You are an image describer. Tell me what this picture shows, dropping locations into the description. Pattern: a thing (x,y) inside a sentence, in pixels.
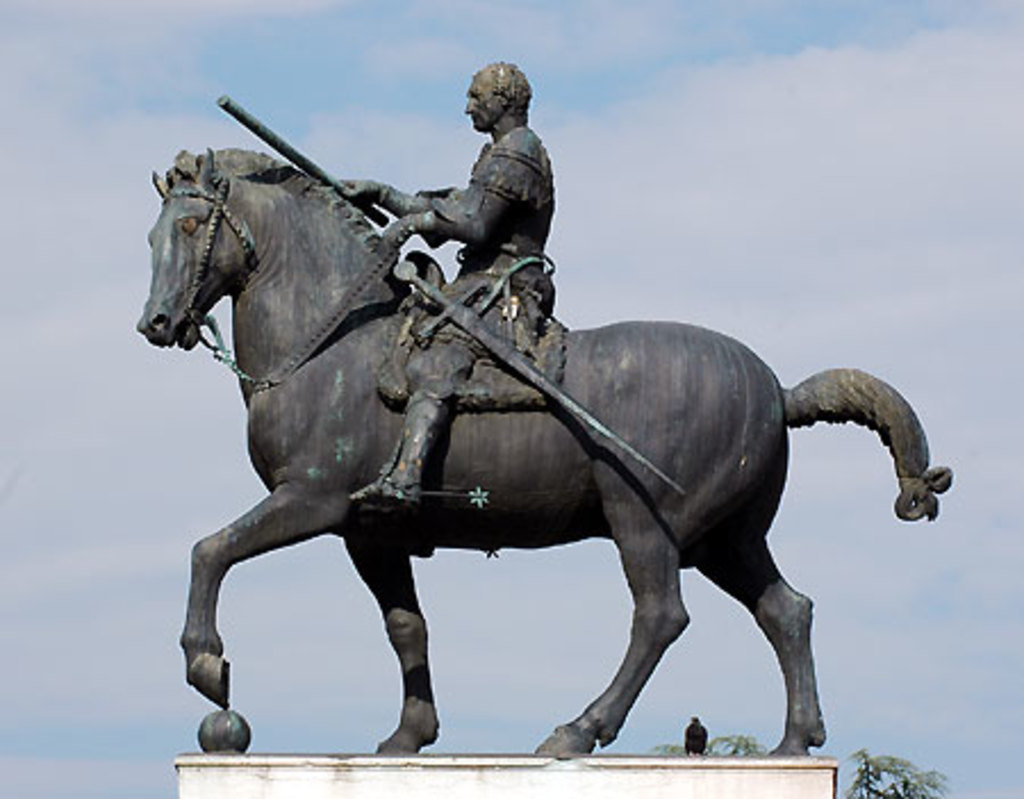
In this picture there is a statue (464,336) of a man (464,336) on the horse (368,424). Behind there is a clear sky (774,187) with some clouds (712,303).
